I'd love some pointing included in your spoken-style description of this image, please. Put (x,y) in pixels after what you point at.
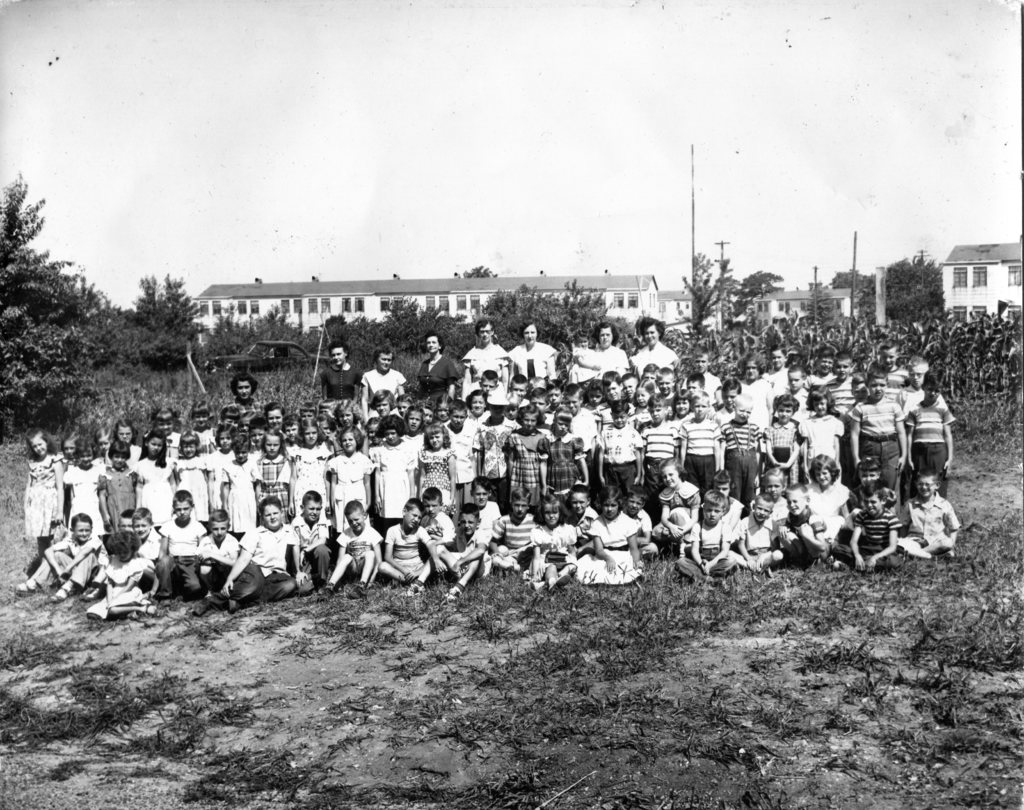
This is a black and white picture. I can see group of people (638,327) standing and sitting on the grass (5,472), there are plants (284,385), trees (85,306), there are buildings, and in the background (492,130) there is the sky (640,112).
